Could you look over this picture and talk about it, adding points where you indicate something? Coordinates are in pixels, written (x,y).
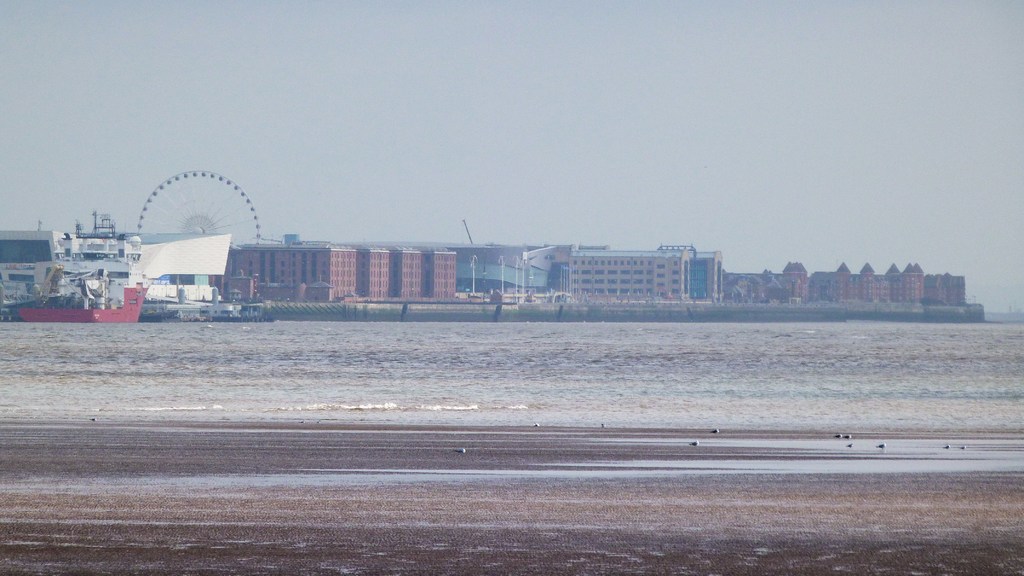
In this image we can see the ships (127,288) on the ocean (616,350), there are buildings (379,266), poles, a giant wheel (195,225), there are birds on the ground (725,445), also we can see the sky (471,96).
